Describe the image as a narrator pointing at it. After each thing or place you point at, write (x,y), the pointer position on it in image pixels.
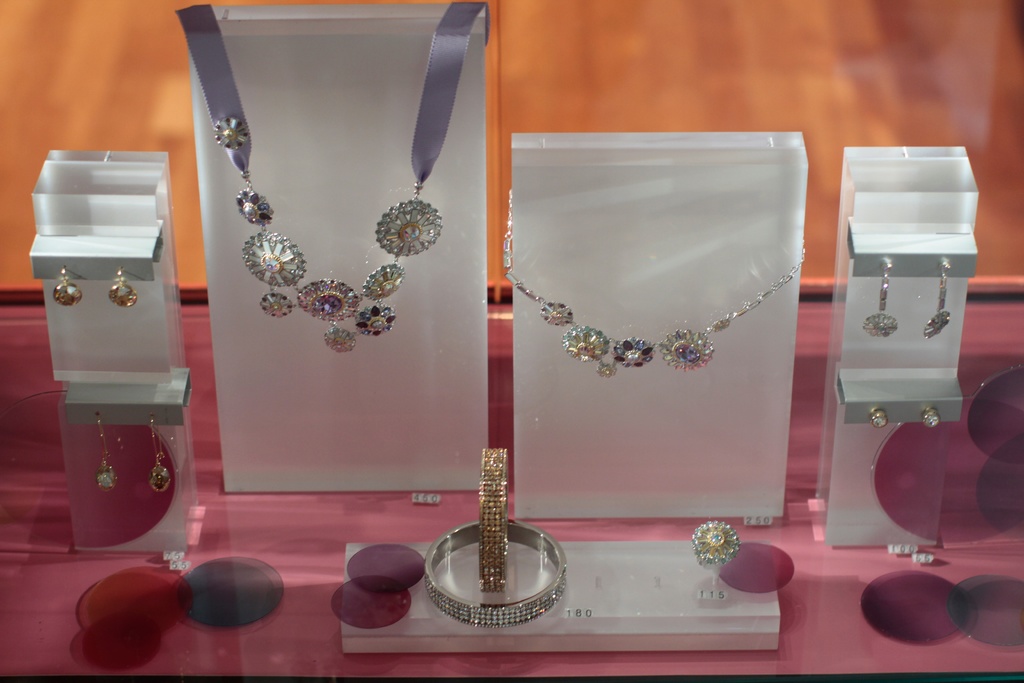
Here there are jewelry items (492,544) are present, in the background (777,42) there is orange color.
